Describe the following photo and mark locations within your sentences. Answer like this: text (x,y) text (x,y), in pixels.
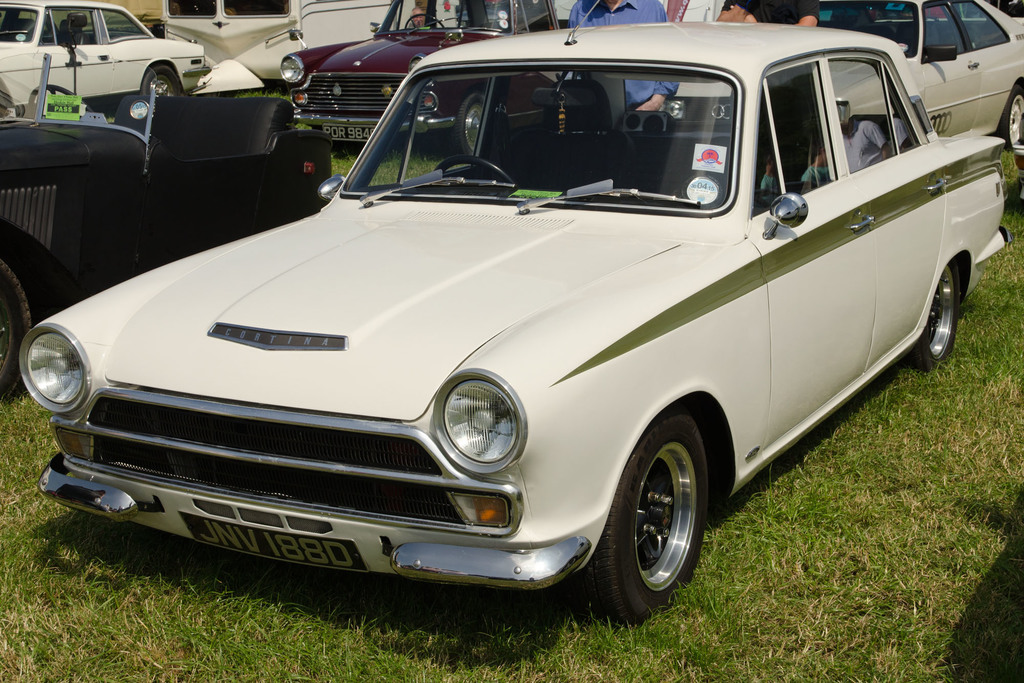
In this image we can see a number of cars (635,335). In the middle of the image (422,403) white color car (582,238) is there with the number JNV188D (216,528). And on the left side of the image (198,220) consists black color car (123,179) and behind that we can see the white color car (116,88). And at the middle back side we can see the maroon color car (355,53) and right top side, we can see the white color car (936,40). A man (650,16) standing behind the first car (702,174). The foreground (940,490) is with the green grass (842,543).
